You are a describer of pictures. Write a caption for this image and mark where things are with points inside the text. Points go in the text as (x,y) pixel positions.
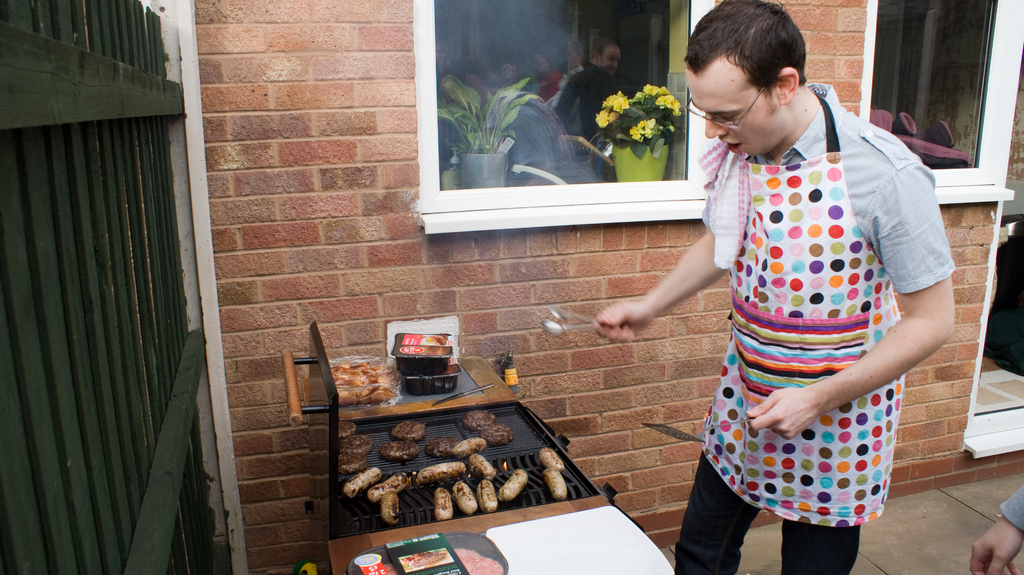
In this image there is a man (804,405) standing near a grill (422,508) on that there are food items (469,459) cooking, in front of him there is a fence (189,413), in the background (524,9) there is a wall (966,249) for that wall (453,247) there are glass window (890,114), inside the window (482,205) there are plants (631,138) and a person (560,104) is visible on the glass (631,71).
